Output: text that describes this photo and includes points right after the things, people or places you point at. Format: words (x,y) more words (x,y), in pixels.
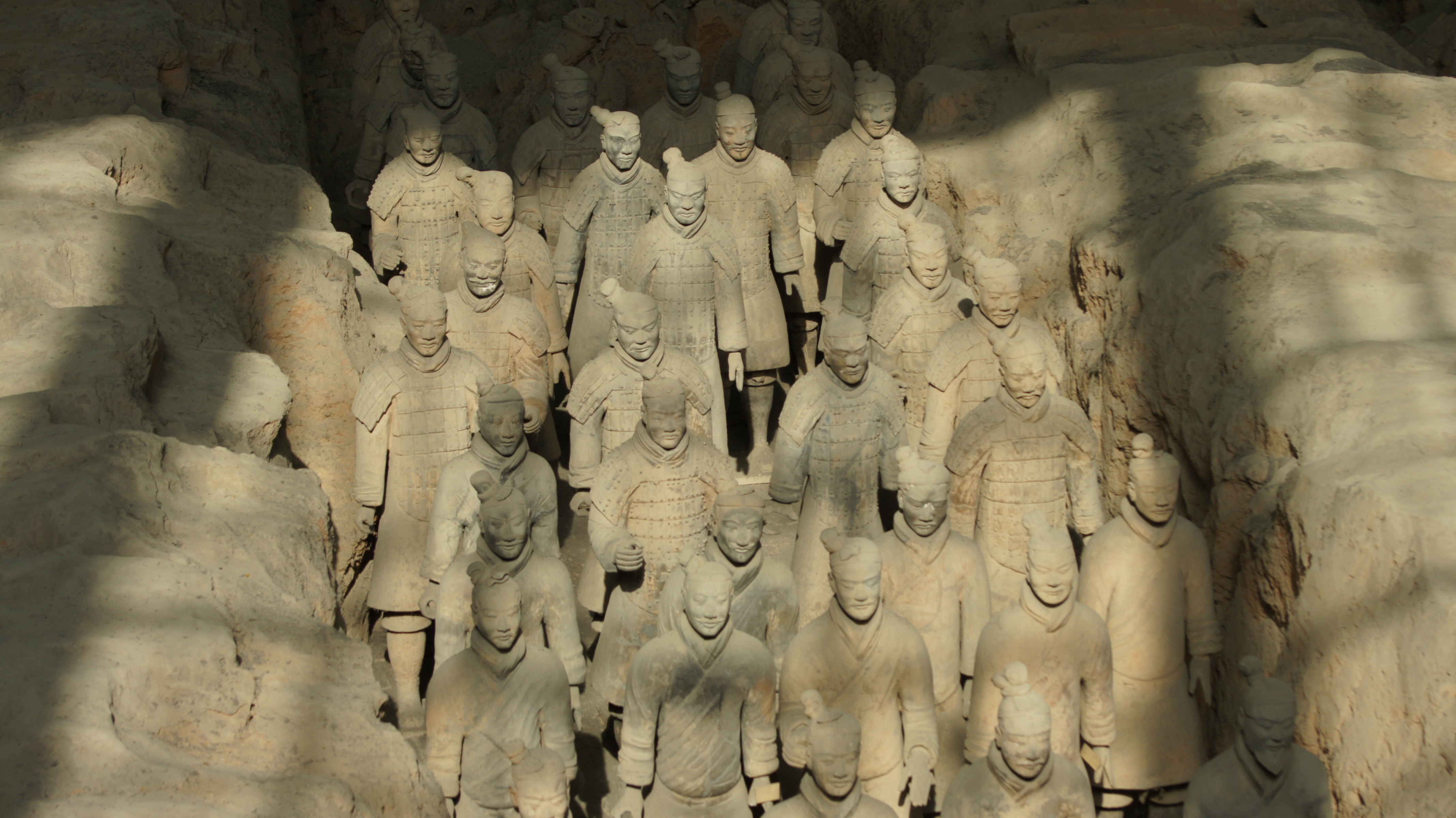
In this image we can see a group of statues (755,317) placed on the ground (294,783).
